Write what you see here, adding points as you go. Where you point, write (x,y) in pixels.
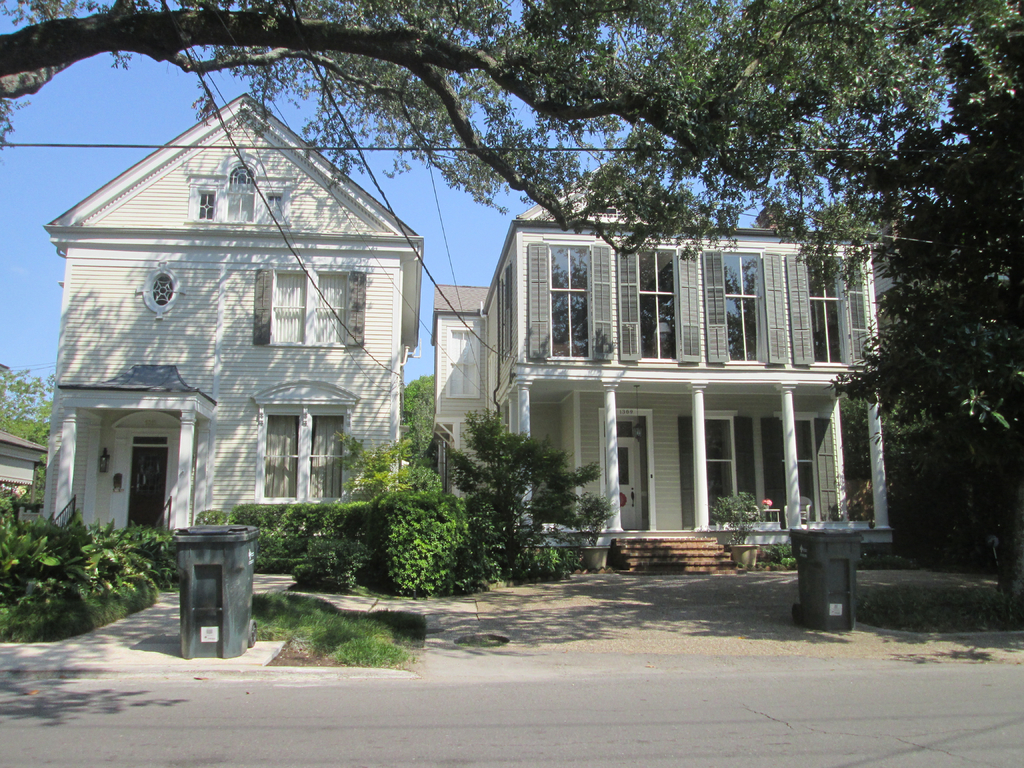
In this image I can see the buildings (206,364). In-front of the buildings (555,431) I can see the plants (408,554), flower pots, dustbins (246,628), trees (512,563) and the road (376,716). In the background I can see few more trees (432,170) and the blue sky (426,186).
